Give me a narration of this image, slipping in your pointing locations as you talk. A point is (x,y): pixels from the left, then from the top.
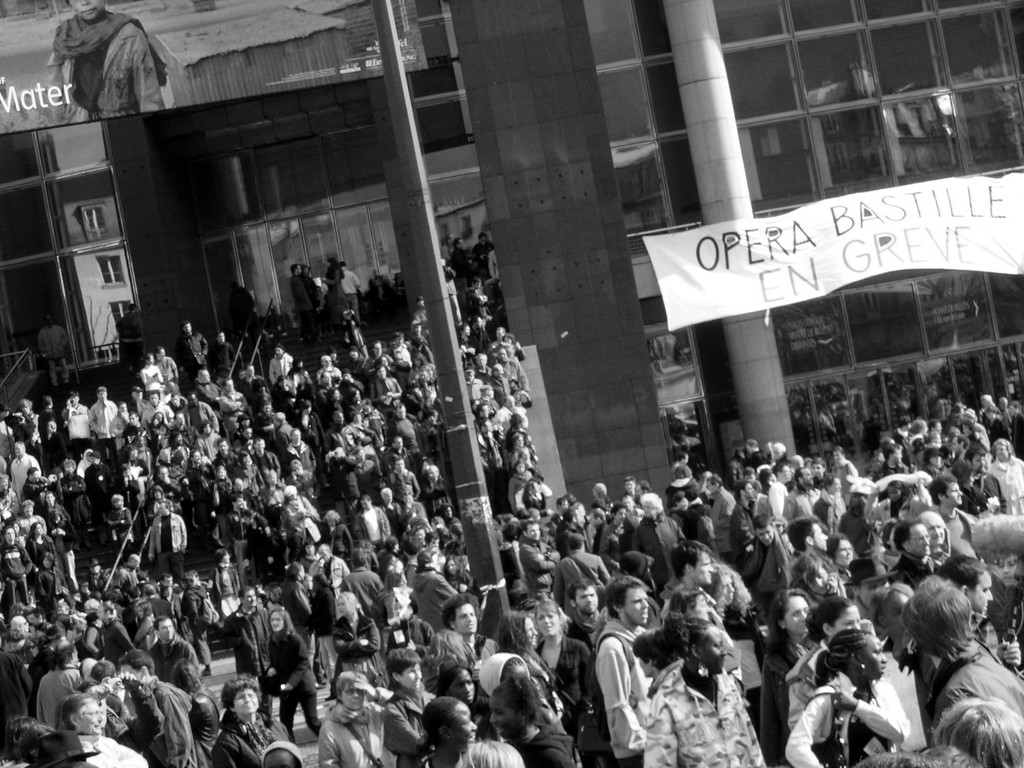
In the picture I can see a group of people (511,762). I can see the banner (748,263) on the top right side (998,194). It is looking like a hoarding board (190,29) on the top left side (235,25). In the hoarding (19,82) I can see a woman (136,55) and a hut (229,73). I can see the glass building (503,129).
